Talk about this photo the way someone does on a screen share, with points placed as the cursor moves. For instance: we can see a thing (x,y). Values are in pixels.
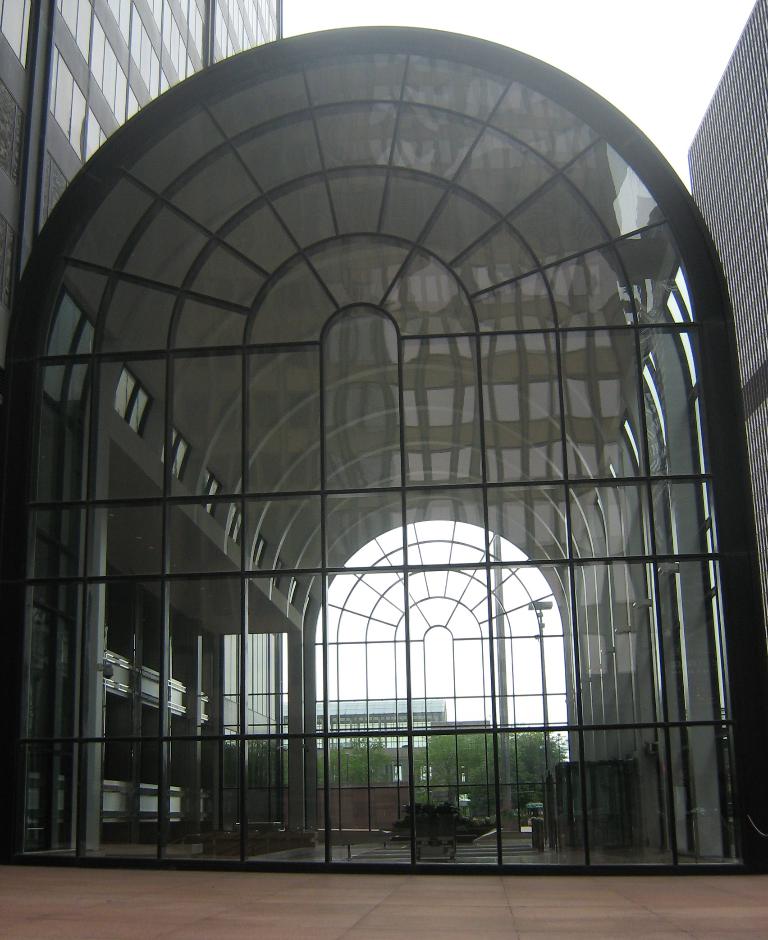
In this picture I can see a framed glass wall (356,611). Here I can see trees (375,768) and buildings (60,126). In the background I can see the sky (413,592).
